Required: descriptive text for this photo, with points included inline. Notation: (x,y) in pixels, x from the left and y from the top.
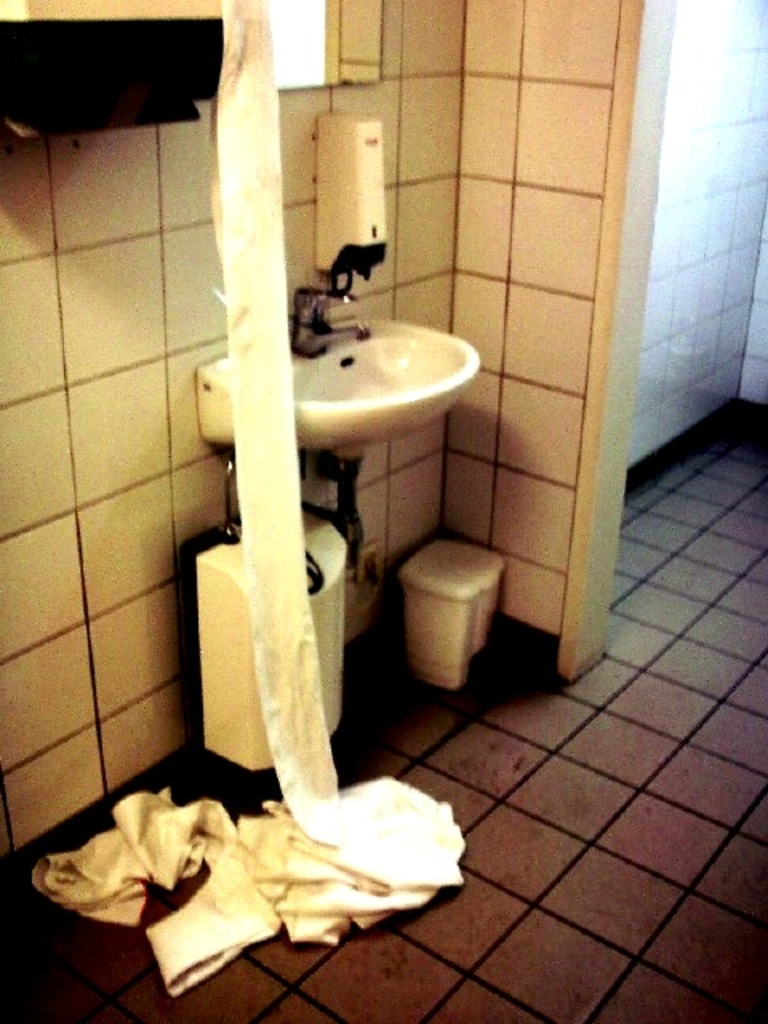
In this image I can see the sink (332,427) and the tap (367,336). To the side I can see the soap dispenser (383,233) to the wall (161,306). In the top (300,15) I can see the mirror (300,72). To the side of the sink (394,375) I can see the dustbin (433,626) and the tissues (279,834) can be seen.
